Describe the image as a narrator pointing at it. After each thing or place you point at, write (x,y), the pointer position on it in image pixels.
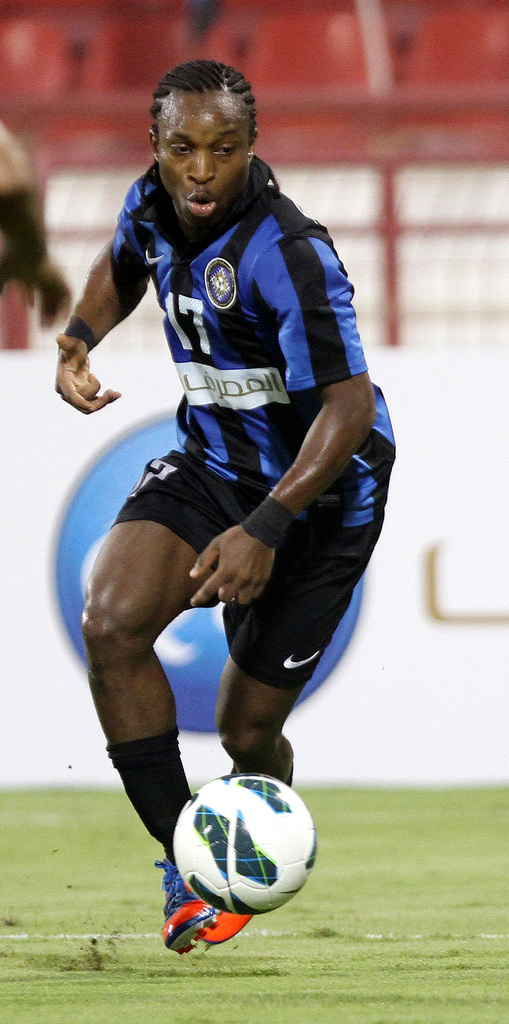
A person (268,373) wearing a blue and a black dress (254,380) is playing football and football (248,804) is in front of him. And it is green lawn (369,837).
